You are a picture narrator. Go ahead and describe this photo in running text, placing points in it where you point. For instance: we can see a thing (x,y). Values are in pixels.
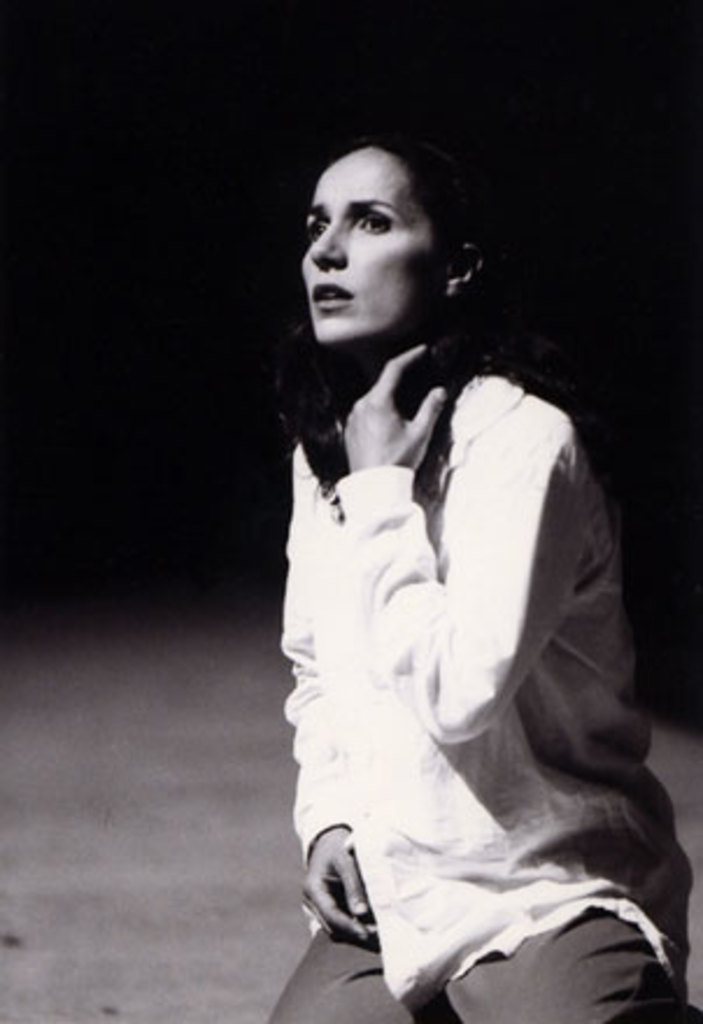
In the foreground (397,750) we can see a woman (291,641). The background (443,19) is blurred.
